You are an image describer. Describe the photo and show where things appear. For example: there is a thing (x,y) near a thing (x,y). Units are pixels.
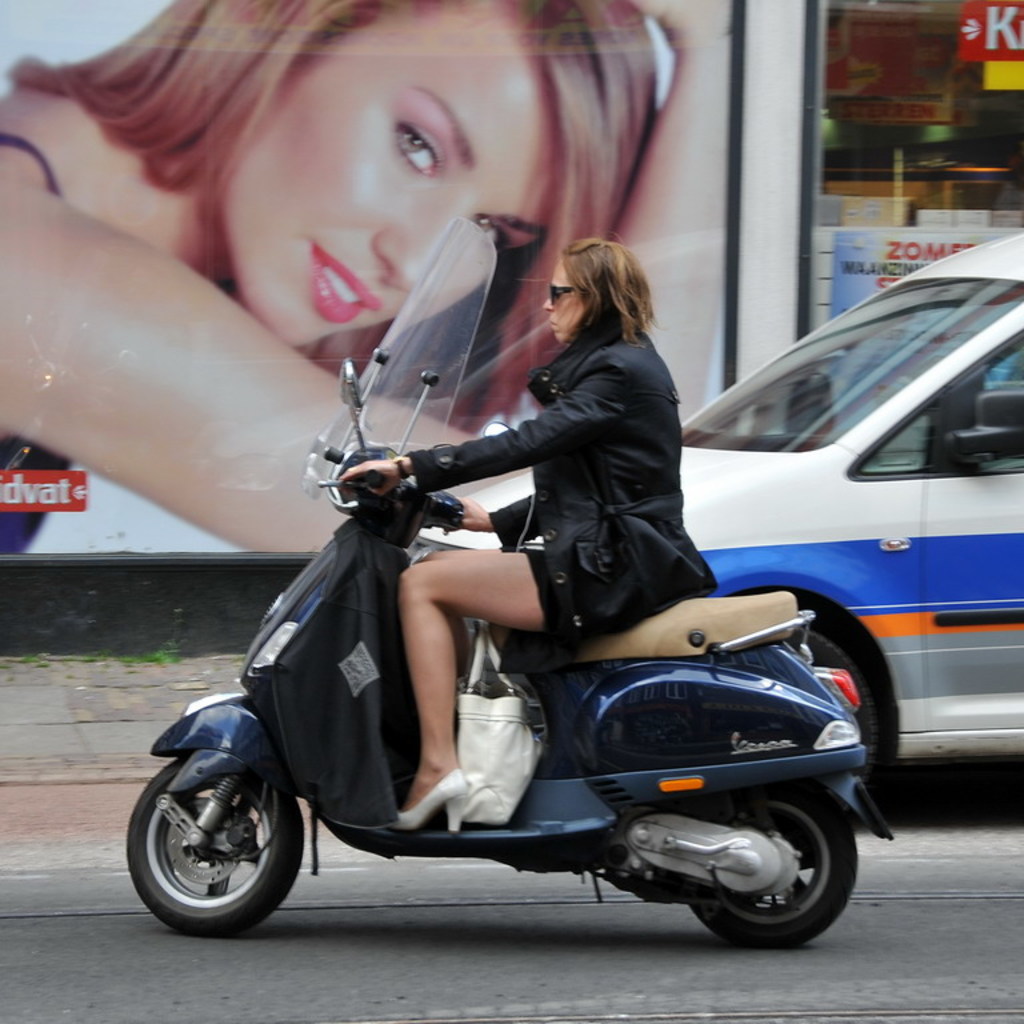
In this image, I can see a car (897,524) and a woman (459,782) riding motorbike (310,766) on the road (216,948). In the background (121,403), there is a hoarding (127,383) and a glass door (977,80) with posters (877,282).
